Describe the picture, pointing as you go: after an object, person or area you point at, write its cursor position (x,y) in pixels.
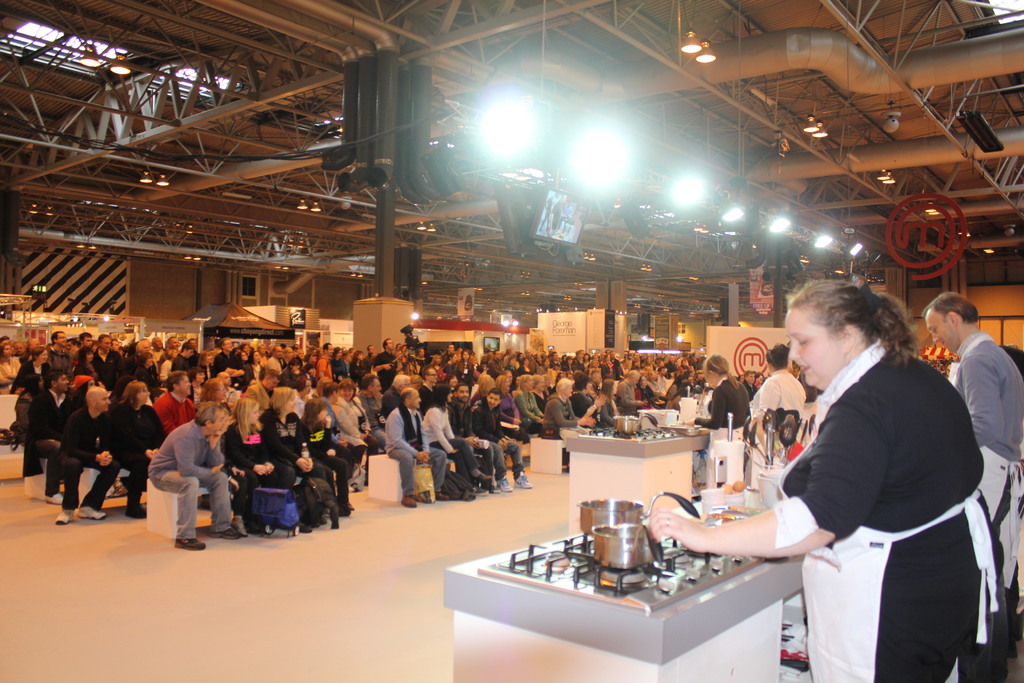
On the right side (883,485) two persons (891,462) are standing in front of the table (637,624). On the table (613,564) I can see few bowls (640,564) and a stove (604,572). It seems to be they are cooking. In the background (563,398) many people (338,397) are sitting facing towards the right side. At the top (731,213) there are few lights (586,149) attached to the metal rods (293,150).
